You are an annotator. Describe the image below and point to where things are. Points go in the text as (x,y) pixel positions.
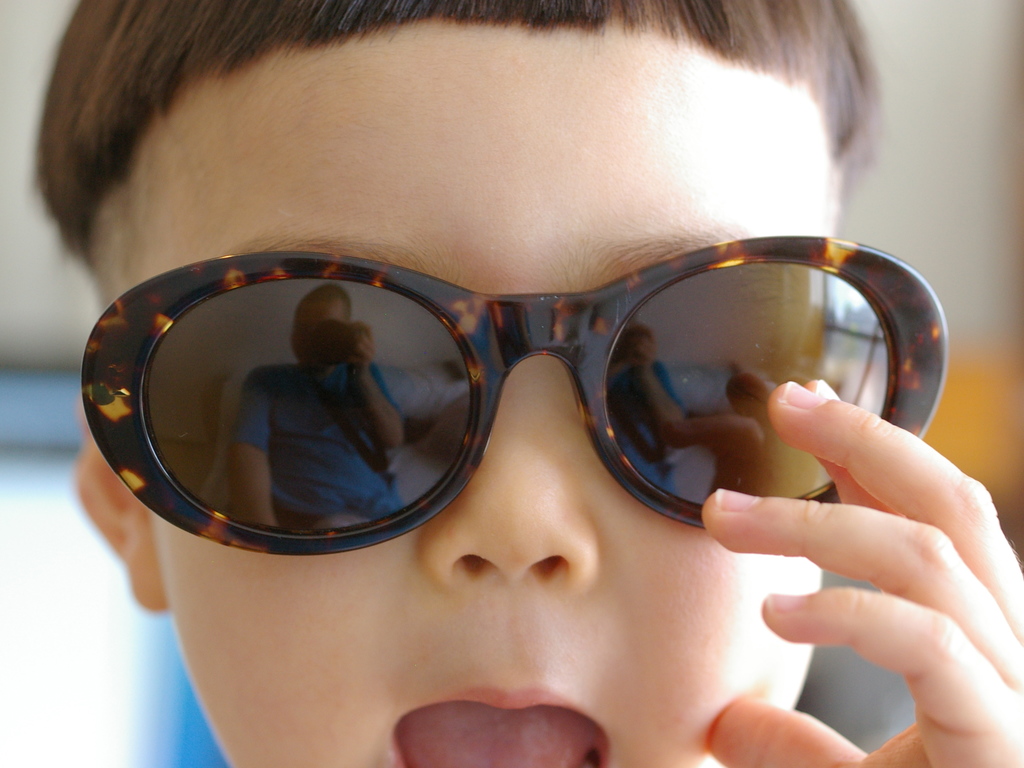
In this image, we can see sunglasses (169,409) on kid face (615,139). In the background (107,654), image is blurred.
